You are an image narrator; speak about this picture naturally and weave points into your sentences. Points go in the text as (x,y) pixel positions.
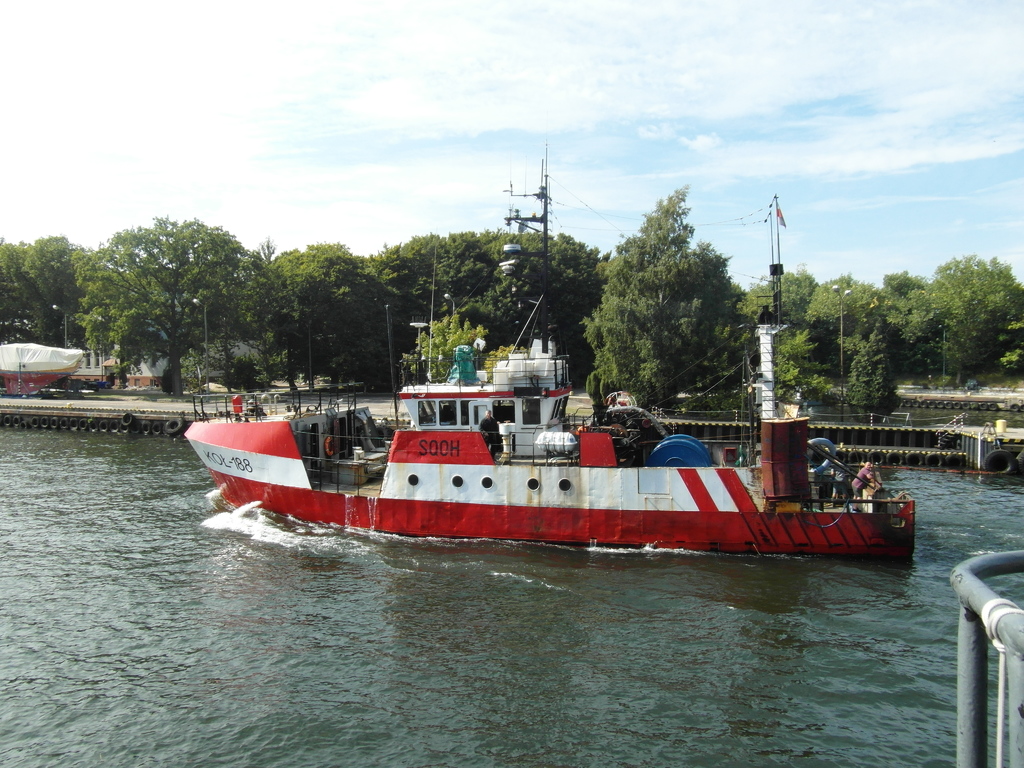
In this image there is the sky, there are trees (924,321), there are tyres (66,425), there is a boat (308,427) in the river (277,577), there is an object (984,635) truncated towards the right of the image (983,606).
